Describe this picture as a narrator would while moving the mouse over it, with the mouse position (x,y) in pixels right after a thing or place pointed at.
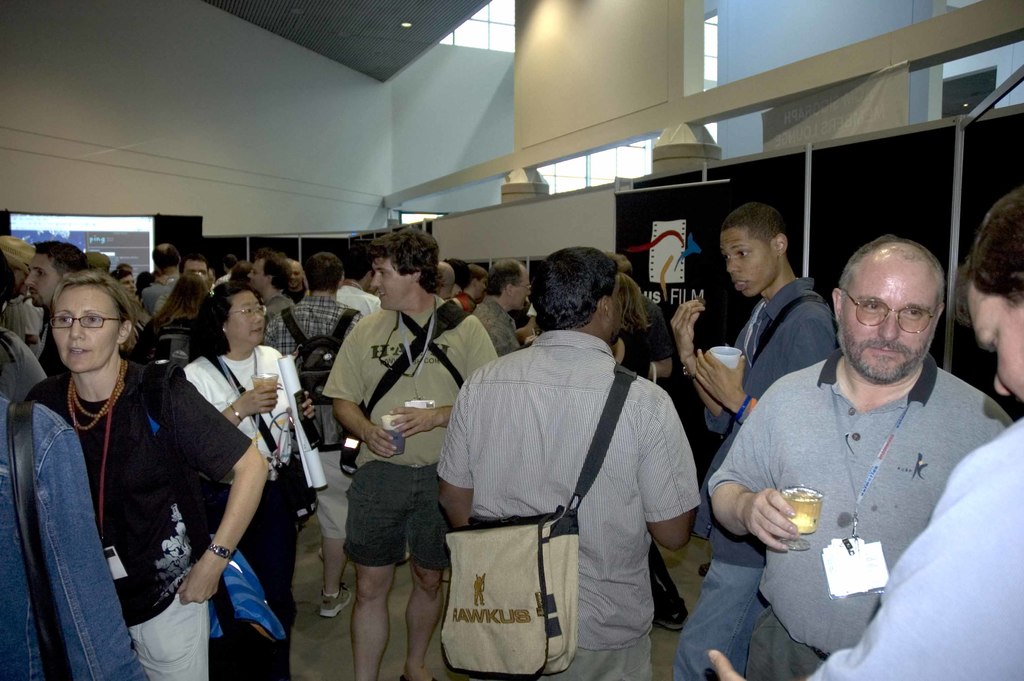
In the image we can see there are many people (476,337) standing around, they are wearing clothes (408,441) and some of them are wearing spectacles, carrying bags (544,520) and holding objects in their hands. Here we can see the poster (619,242), projected screen (106,234) and the wall (265,118).
